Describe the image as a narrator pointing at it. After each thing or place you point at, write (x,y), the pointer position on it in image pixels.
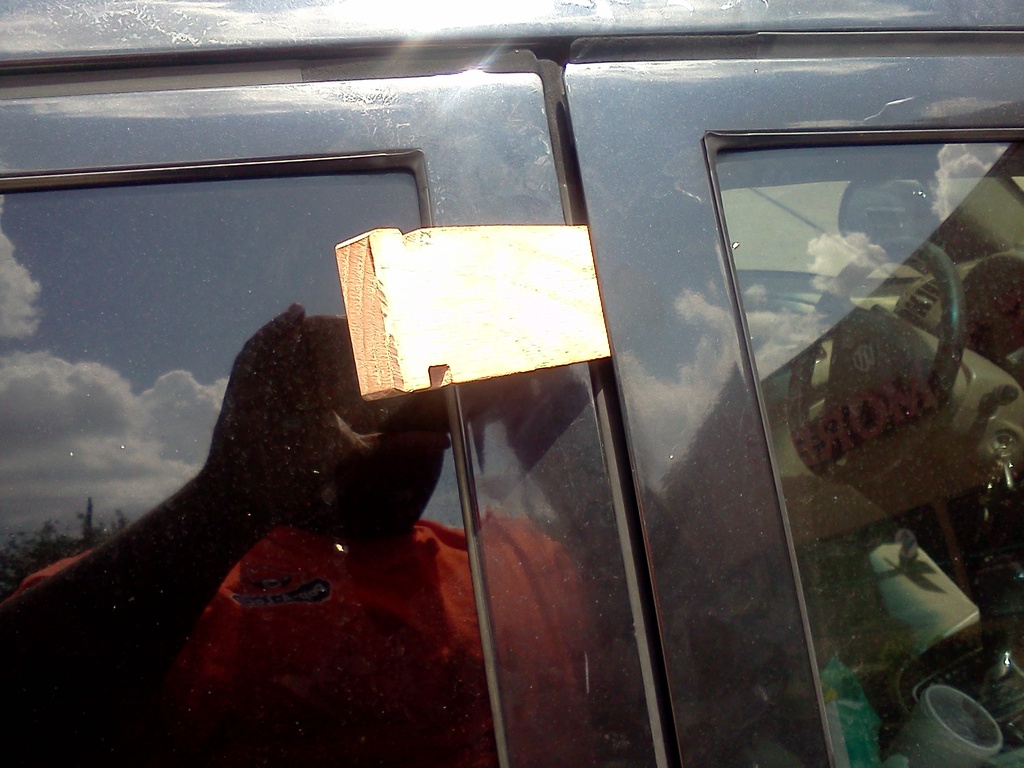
In this picture we can see a vehicle windows (834,563), from the vehicle windows (235,452) we can see a person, steering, trees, sky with clouds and some objects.
